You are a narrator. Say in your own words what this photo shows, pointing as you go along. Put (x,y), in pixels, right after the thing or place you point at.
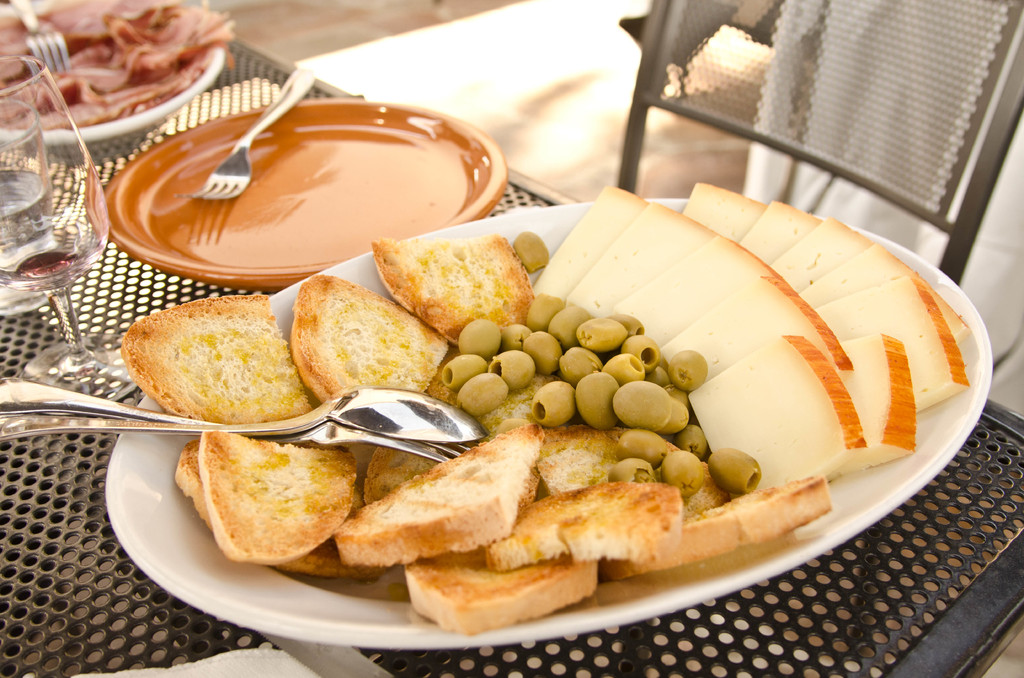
In this picture I can see food items (481,352) on the plates (209,73), there is an empty plate (487,173), there are forks (419,445) and a spoon (420,432) and there are wine glasses (4,235) on the table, and in the background (951,3) there is a chair (951,3).
